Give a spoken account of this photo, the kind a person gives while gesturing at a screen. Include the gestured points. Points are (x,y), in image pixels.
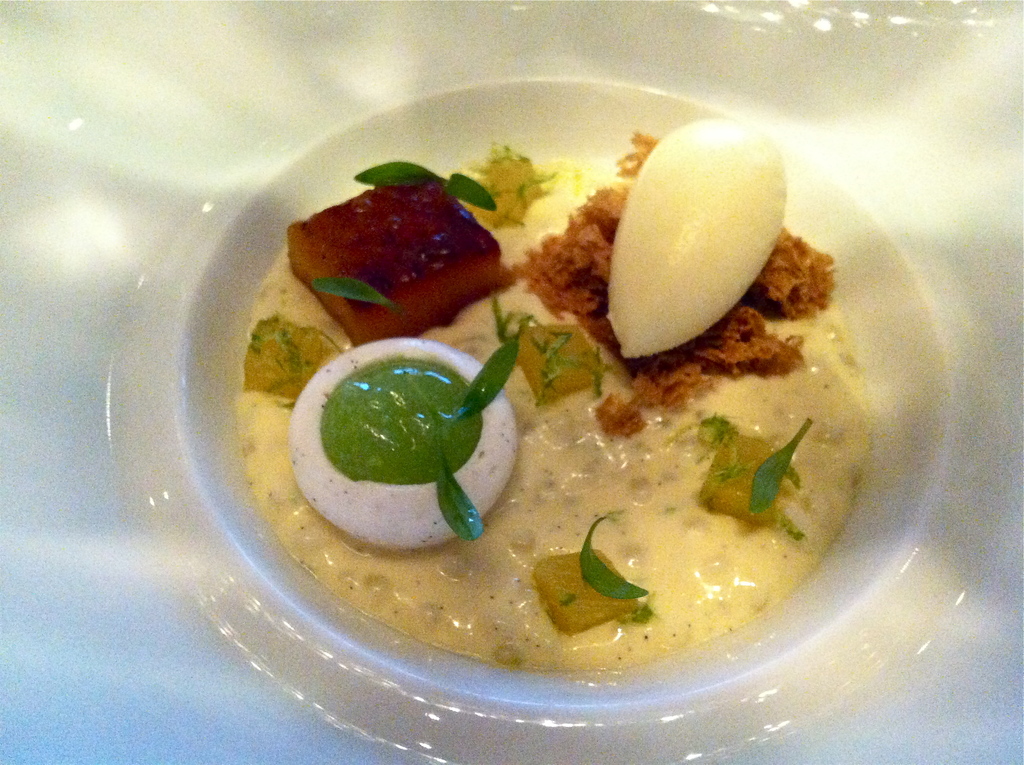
In this image, I can see food items (419,503) in a plate (213,219).
